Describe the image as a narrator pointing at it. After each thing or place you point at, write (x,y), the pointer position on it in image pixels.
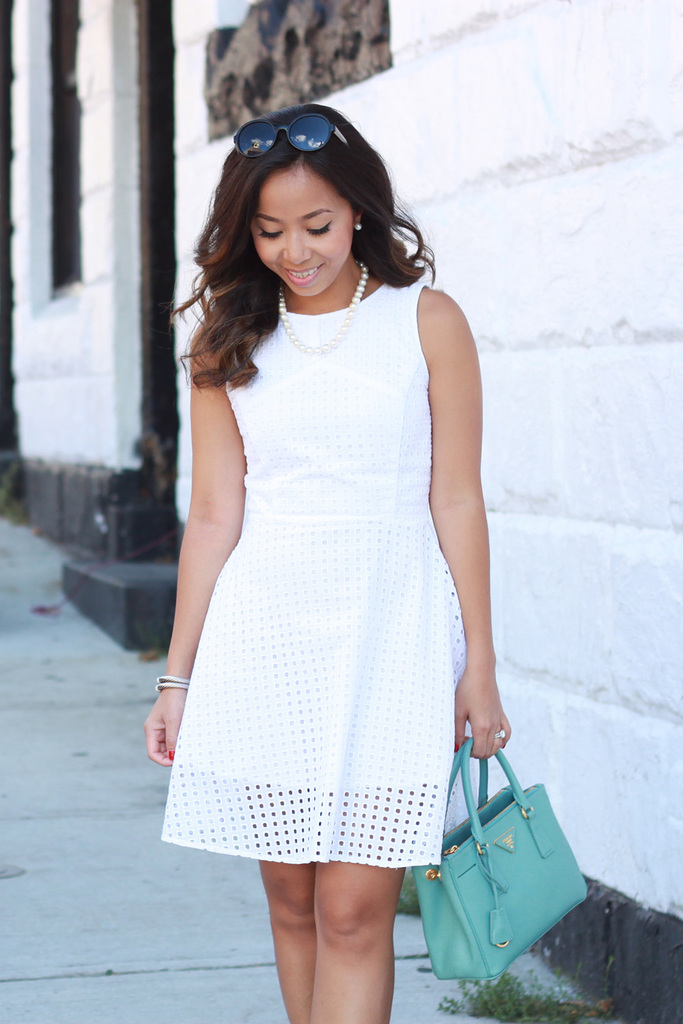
In this picture we can see a woman (295,726) standing on the ground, and holding a handbag (455,836) in her hand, she is wearing the glasses (319,133) on head (356,156), and at back (597,183) there is wall (534,315).
